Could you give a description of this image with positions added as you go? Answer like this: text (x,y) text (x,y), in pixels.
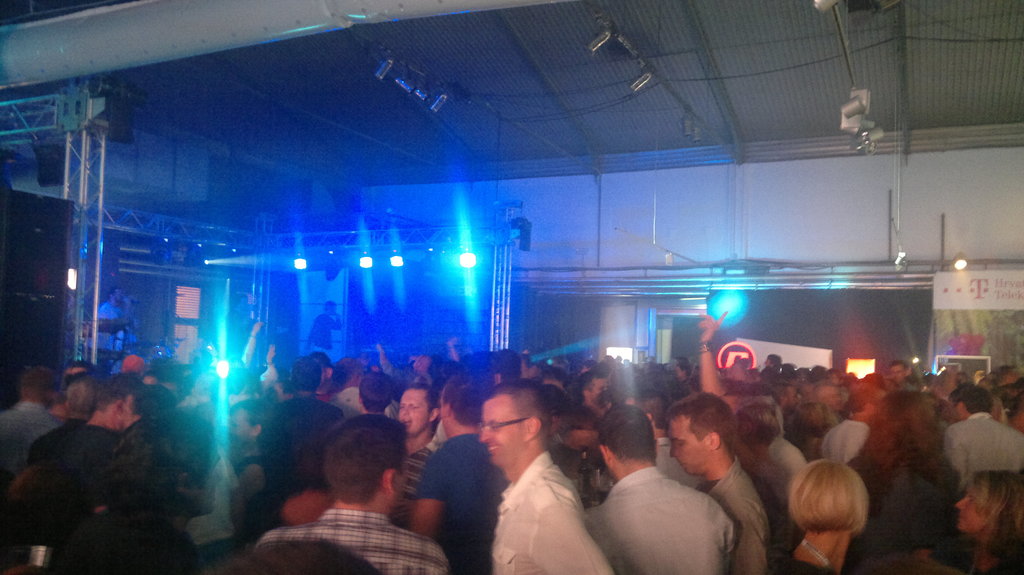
Bottom of the image (491,516) there are few persons (589,444). Left side there are few persons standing on the stage (216,328). Few lights (298,264) are attached to the metal rod (308,248). Right side (968,303) there is a banner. Bottom of the image (495,433) there is a person (543,527) wearing white shirt (561,548) and spectacles (507,424).
